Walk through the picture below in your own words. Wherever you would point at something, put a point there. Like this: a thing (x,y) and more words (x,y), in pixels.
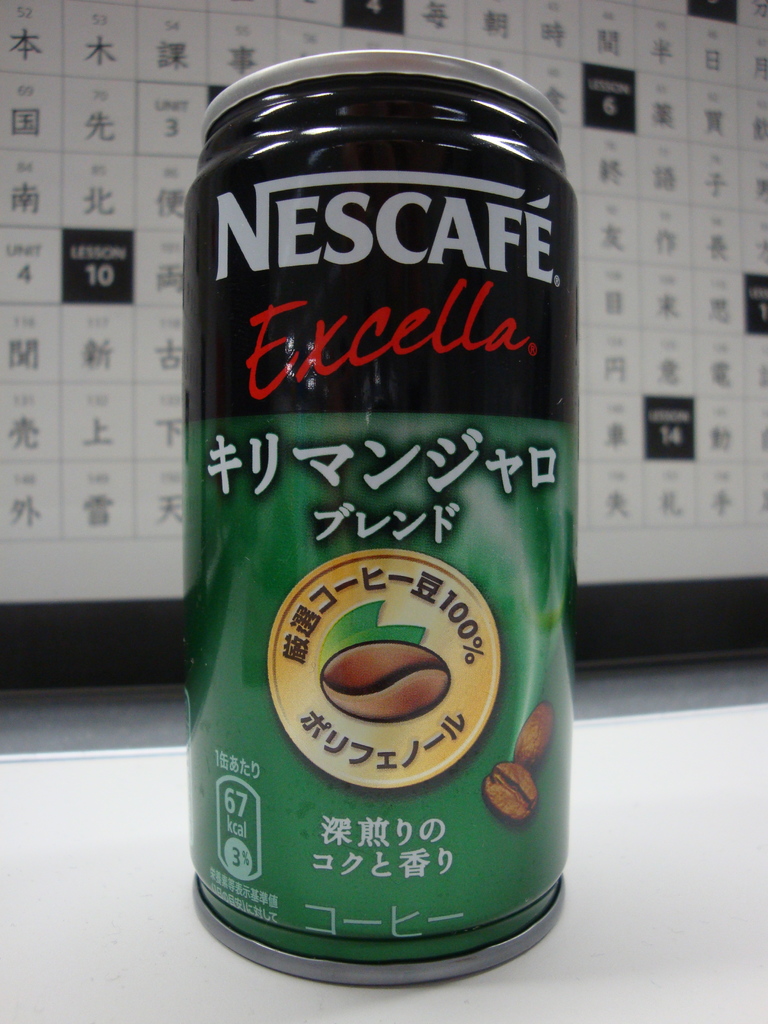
In this picture we can see a tin (355,817) on the surface (99,874) and in the background (156,379) we can see a poster (723,261).
